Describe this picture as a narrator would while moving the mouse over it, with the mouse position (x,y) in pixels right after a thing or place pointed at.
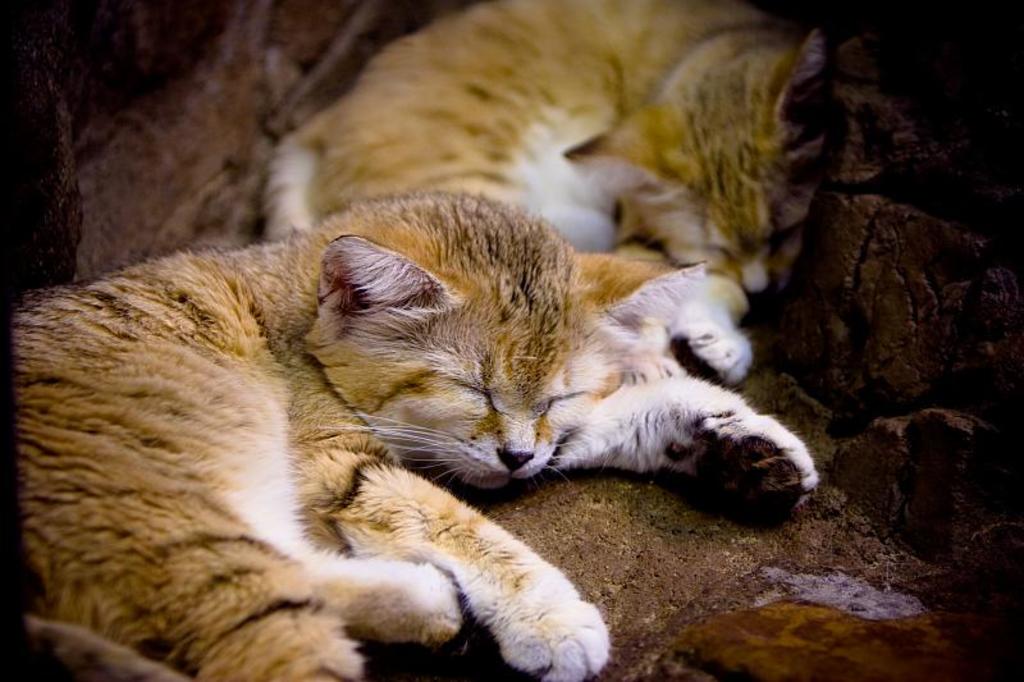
In this image we can see two cats (267,486) are sleeping, which are in cream and white color combination.
